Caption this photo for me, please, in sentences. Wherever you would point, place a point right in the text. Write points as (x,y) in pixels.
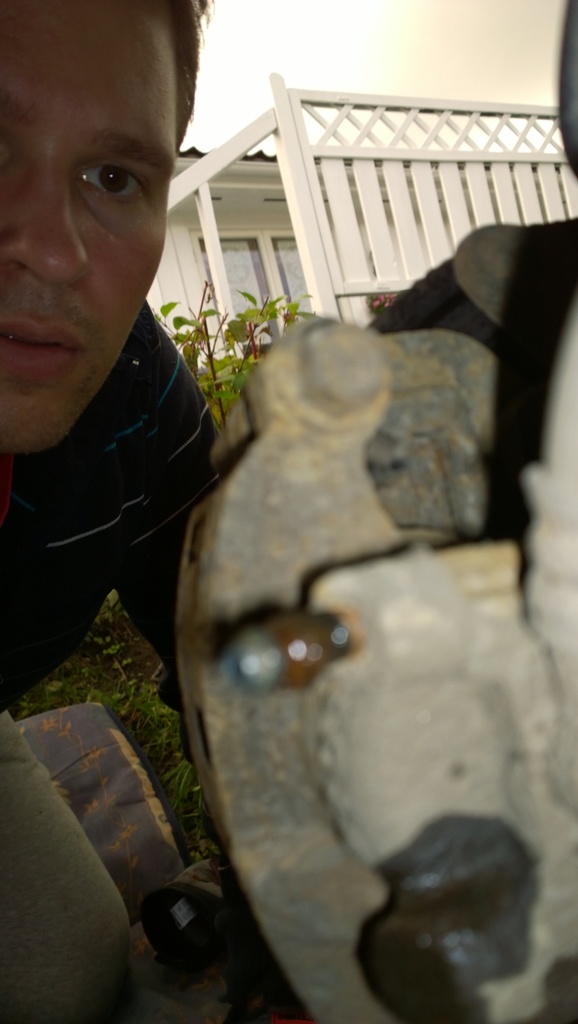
In this image we can see a man (74,978), grass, leaves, window (233,289), fence (397,246), and an object (261,360). At the top of the image (313,65) we can see sky (484,50).
